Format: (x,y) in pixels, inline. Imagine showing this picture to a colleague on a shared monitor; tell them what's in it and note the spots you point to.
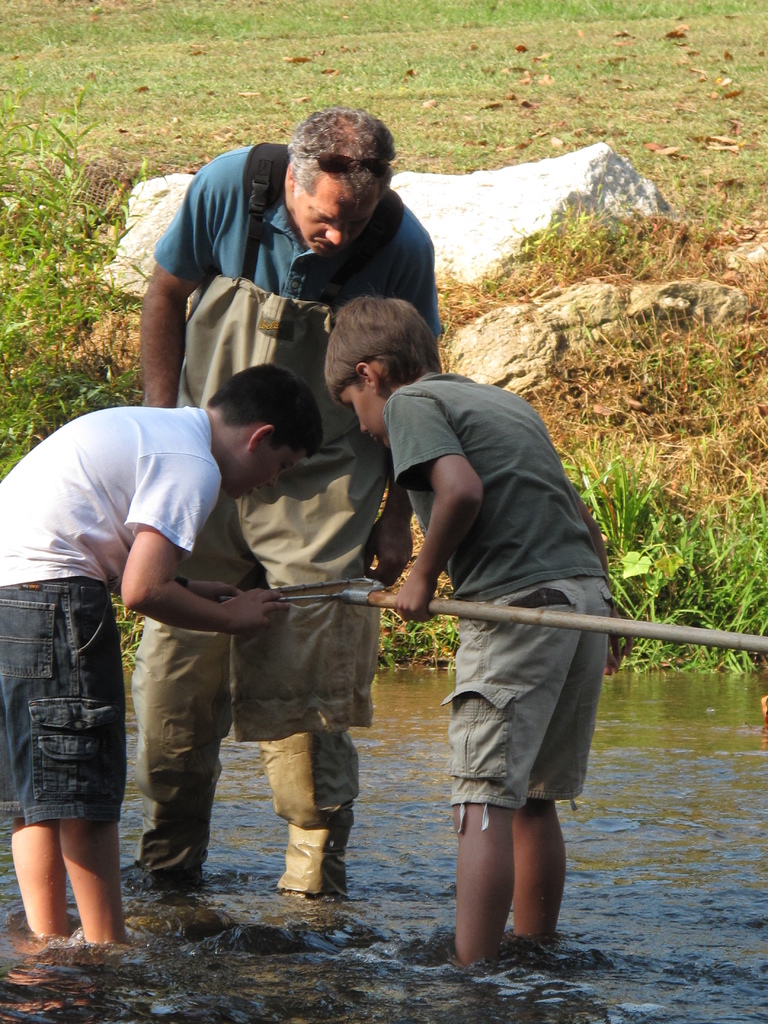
In this image there is a person (212,704) and two kids (73,755) are standing in the water (424,715), two kids (579,755) are holding an object (287,589) in their hand (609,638). In the background (528,195) there are a few rocks (474,185) on the surface of the grass (153,129).
